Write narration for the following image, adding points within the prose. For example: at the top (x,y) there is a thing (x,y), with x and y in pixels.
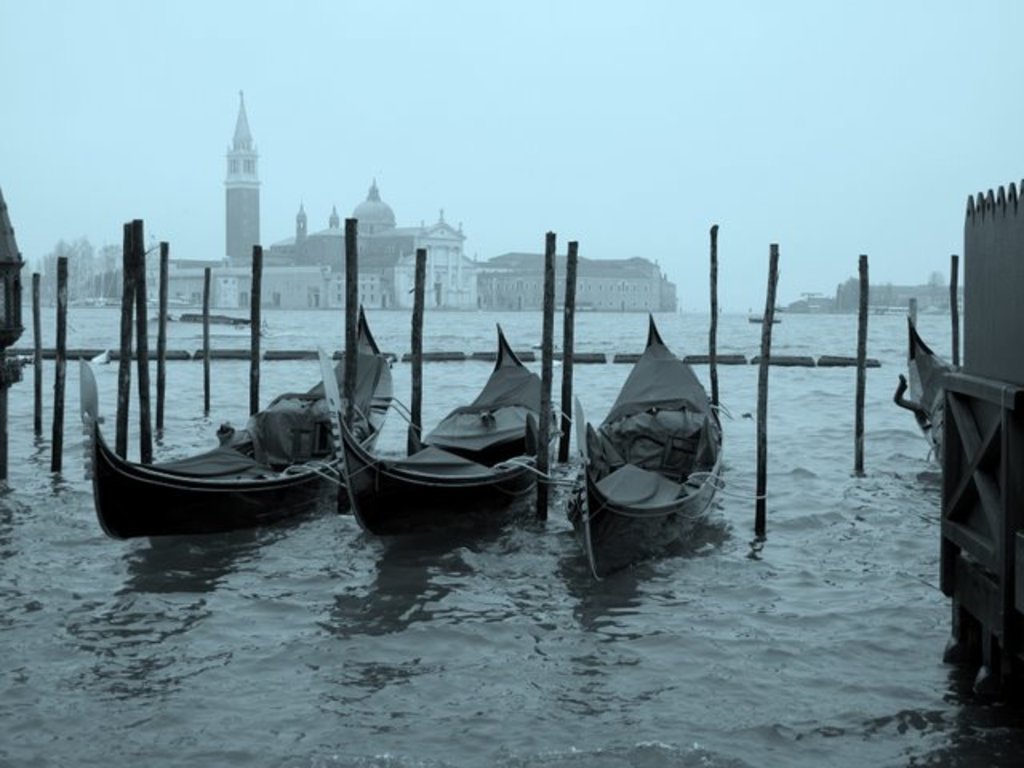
In this image we can see buildings (505,288), there are boats (481,486) on the river (468,571), there are wooden poles (864,341), also we can see the sky (729,120).
